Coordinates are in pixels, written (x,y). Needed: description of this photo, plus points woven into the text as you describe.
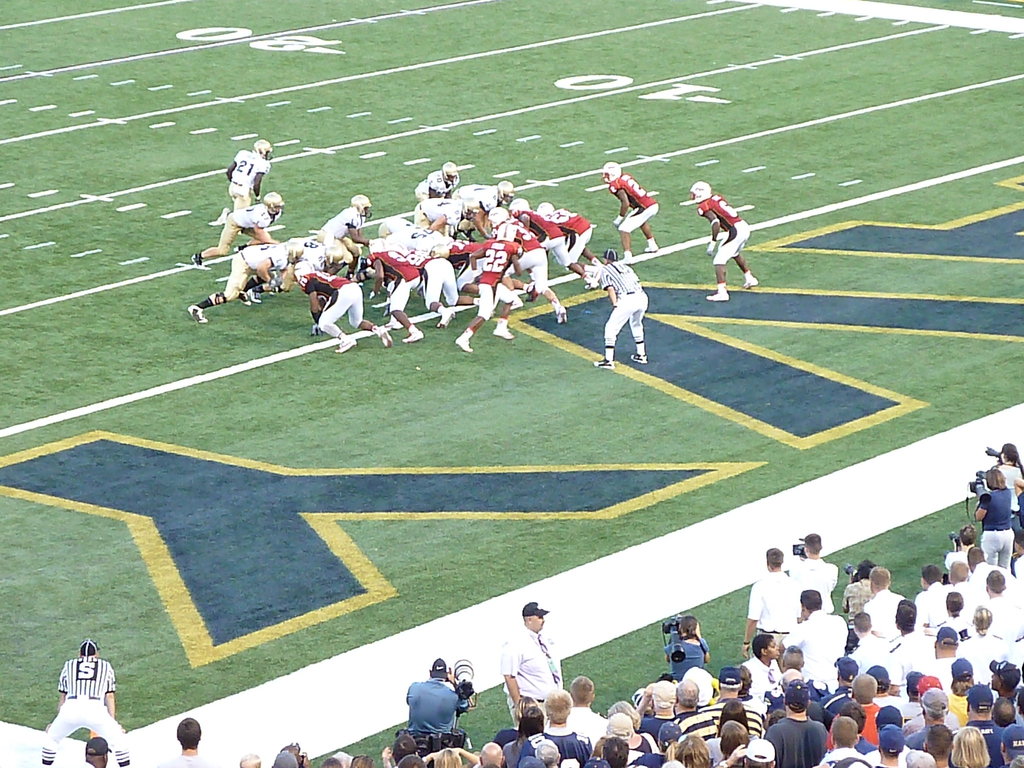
In this image I can see a play ground (702,231) and there are the players (493,282) playing a game and there are group of people (938,633) watching the game and a camera man (687,643) taking a picture on the right side (1002,480).
